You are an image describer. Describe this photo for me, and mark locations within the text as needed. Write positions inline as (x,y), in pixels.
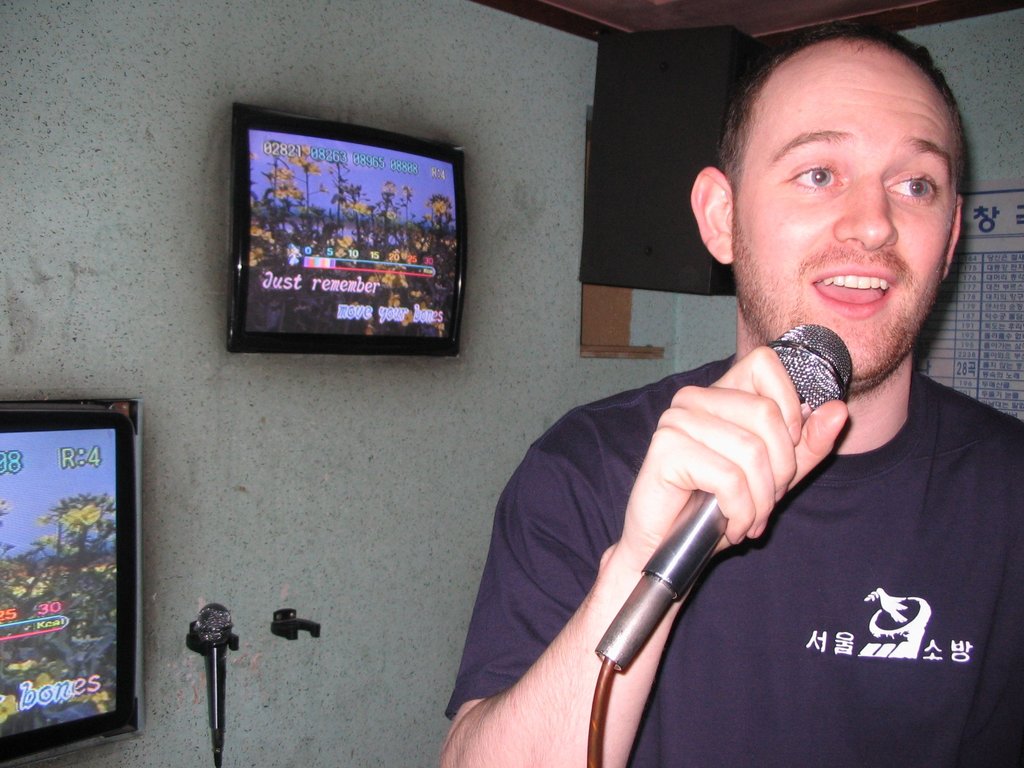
Here he is a man (883,521) holding a microphone (817,360) singing with his microphone (807,376). On the left side (288,400) on image there is a wall (570,338). There is a microphone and two tv screens (298,288).
